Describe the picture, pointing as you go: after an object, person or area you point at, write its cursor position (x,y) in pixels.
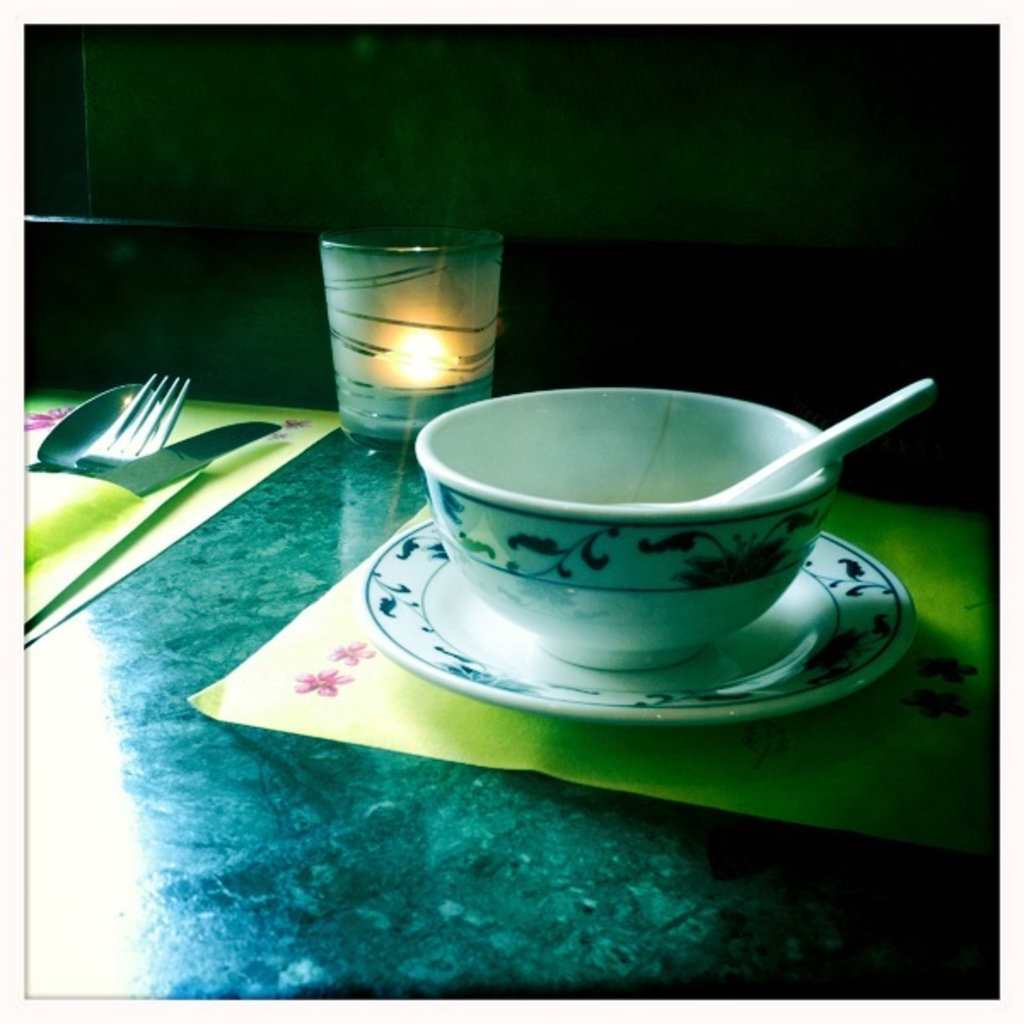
A bowl (556,467), a candle (420,373) and spoon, fork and knife (141,464) are placed on a table (352,806).
